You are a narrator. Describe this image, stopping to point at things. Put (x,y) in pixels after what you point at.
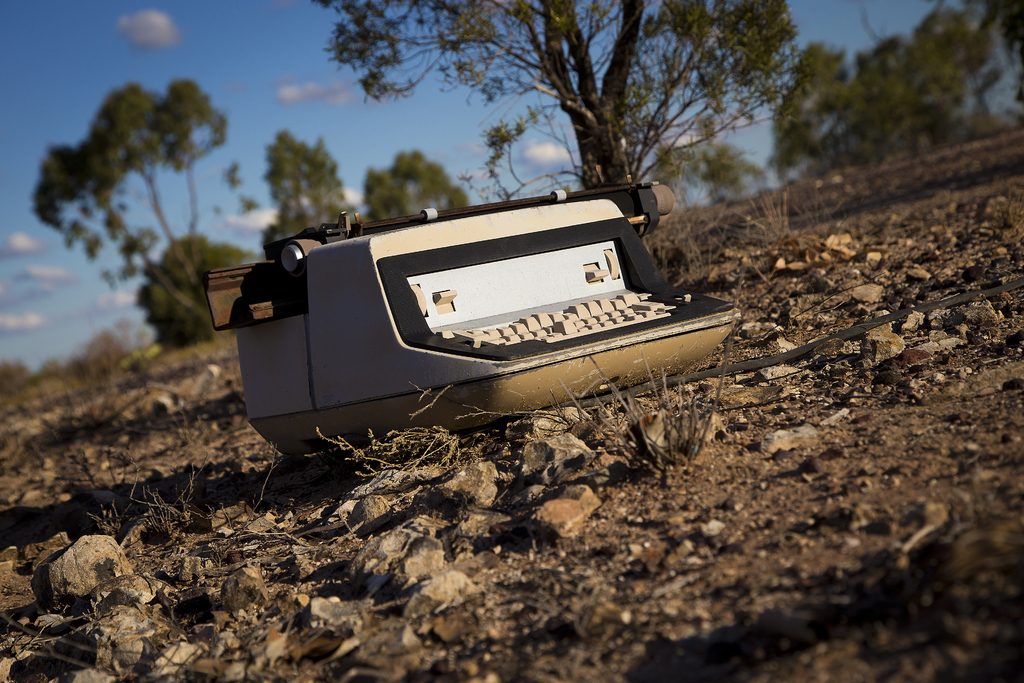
In this picture we can see a typing machine (552,336) in the front (567,323), at the bottom (494,482) there are some stones (689,517), we can see trees (724,179) in the background (885,137), there is the sky (164,37) at the top of the picture (140,35).
